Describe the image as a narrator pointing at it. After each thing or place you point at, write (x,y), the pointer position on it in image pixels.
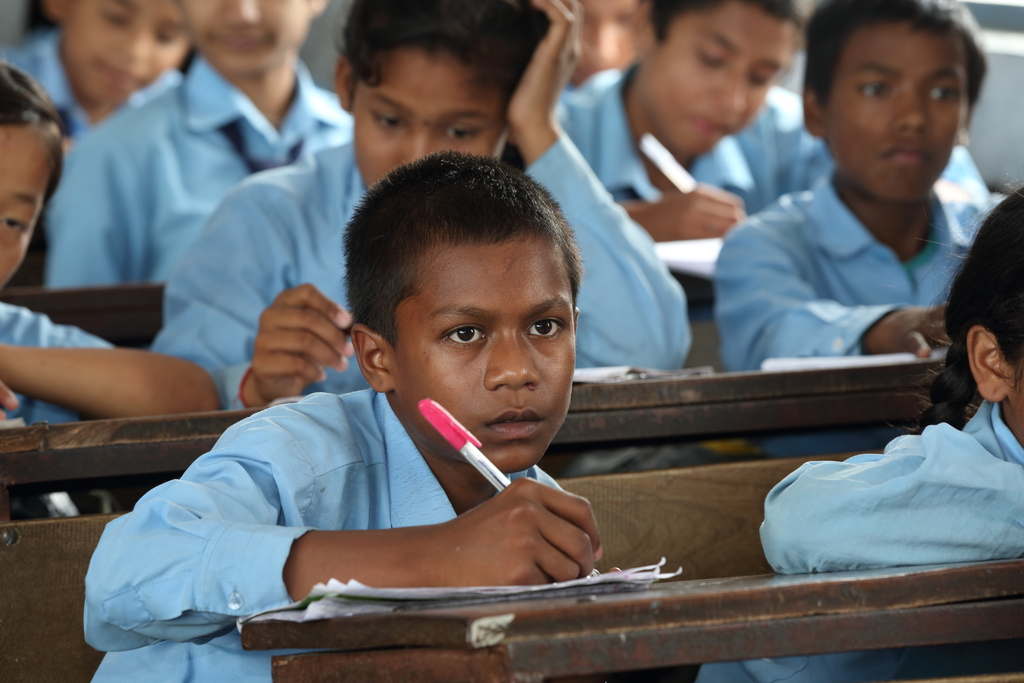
In this image we can see a group of students (393,407) are sitting on the benches (611,601) and writing something on the papers (553,590).
